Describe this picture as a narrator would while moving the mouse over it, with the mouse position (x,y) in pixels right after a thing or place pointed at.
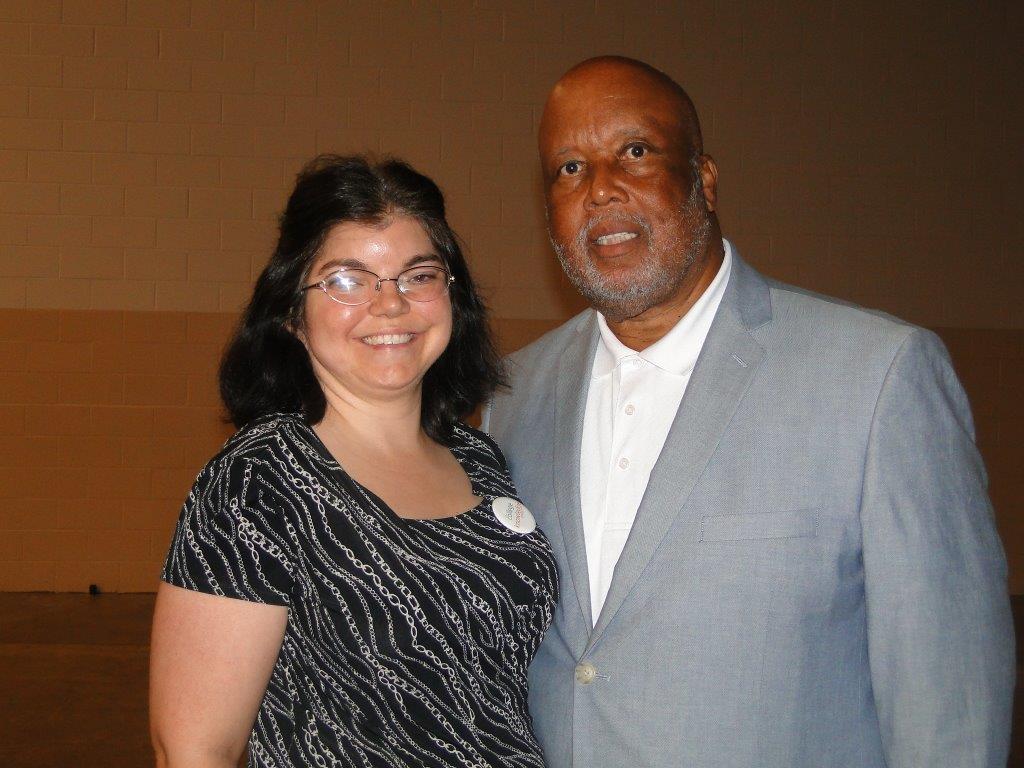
In the picture there is a man (552,448) and a woman (385,562), both of them are smiling and posing for the photo and the man (716,543) is wearing a grey blazer (738,607) and white shirt (620,521). the woman (447,549) is wearing white and black dress (205,589) and in the background (219,99) there is a wall (75,288).
